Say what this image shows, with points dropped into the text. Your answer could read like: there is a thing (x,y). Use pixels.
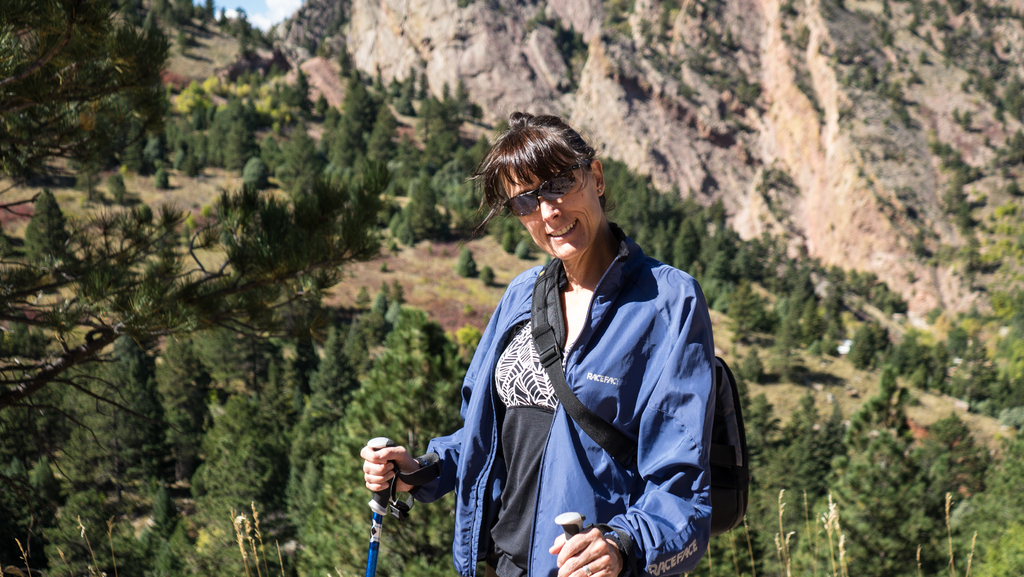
Here in this picture we can see a woman (643,298) standing over a place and we can see she is holding sticks (377,497) in her hand (573,543) and wearing a jacket (528,315) and carrying a bag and we can also see she is wearing goggles (541,186) and smiling and behind her we can see mountains (662,164), that are covered with grass (478,306), plants (502,233) and trees (436,235) and we can see clouds (272,20) in the sky (258,20).
